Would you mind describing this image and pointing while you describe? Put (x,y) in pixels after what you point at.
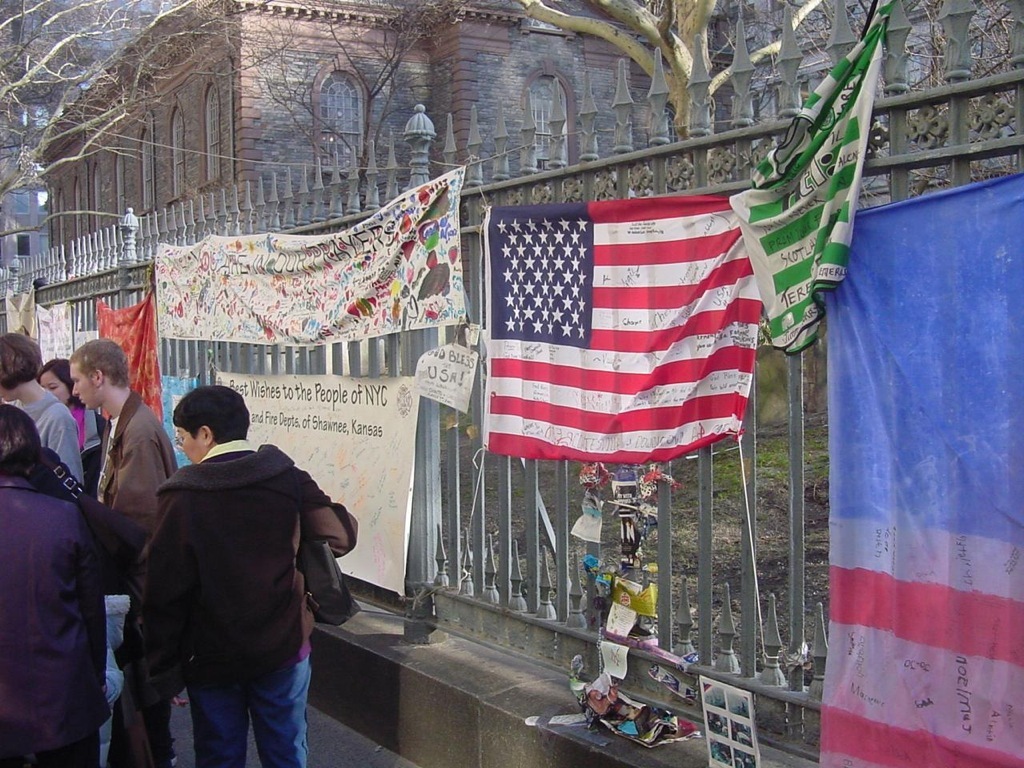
In this picture we can see a group of people (109,646) standing on the path (178,759) and on the right side of the people (39,423) there is a fence (560,529) and to the fence (560,509) there are flags (548,354) and a banner (256,318) and behind the fence (267,223) there is a building (296,108) and trees (45,82).
